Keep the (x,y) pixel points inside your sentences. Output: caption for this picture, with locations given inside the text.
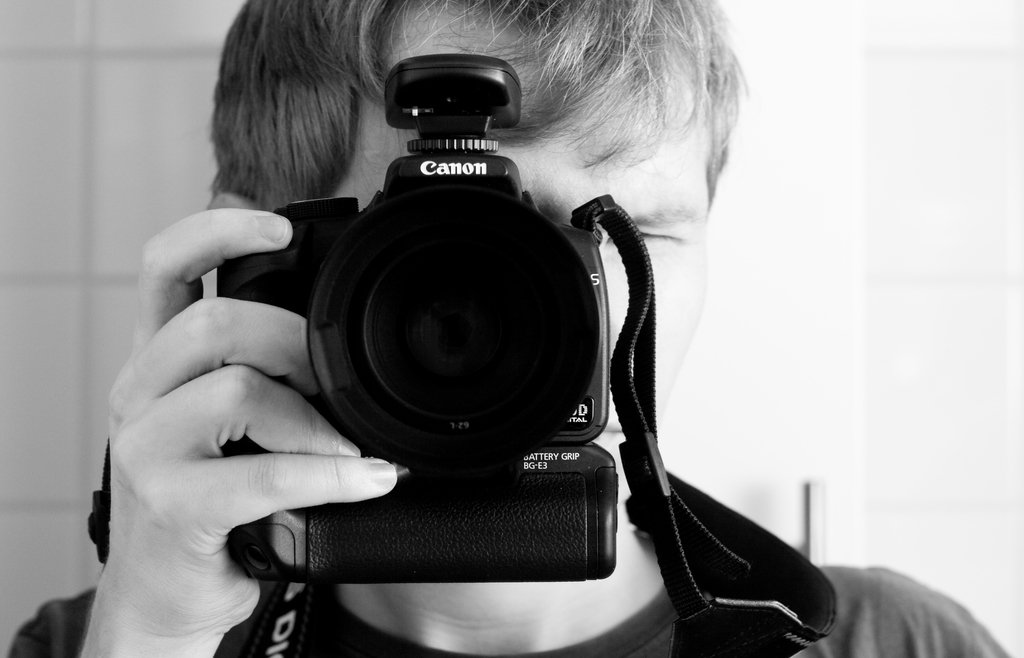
In this image I can see a person (355,459) holding the camera (537,575).
